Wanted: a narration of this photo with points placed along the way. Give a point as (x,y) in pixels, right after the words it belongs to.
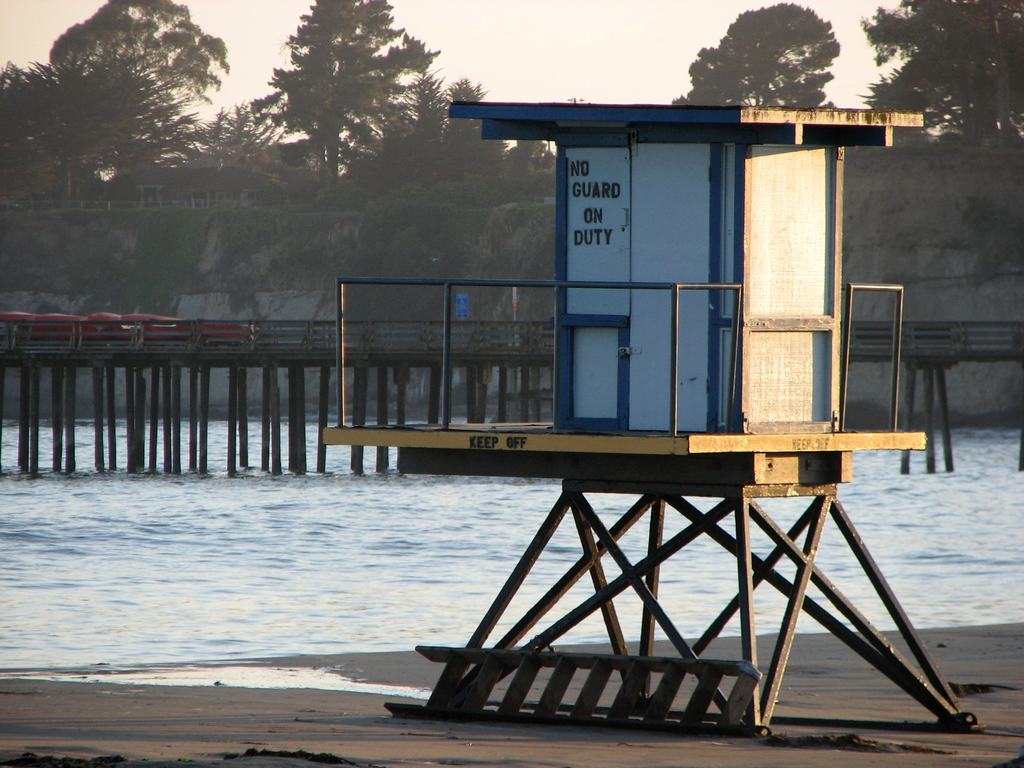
In this picture I can see a safeguard room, there is a ladder (489,654), water (494,635), bridge (931,457), there are trees (5,130), and in the background (618,32) there is sky (623,13).
